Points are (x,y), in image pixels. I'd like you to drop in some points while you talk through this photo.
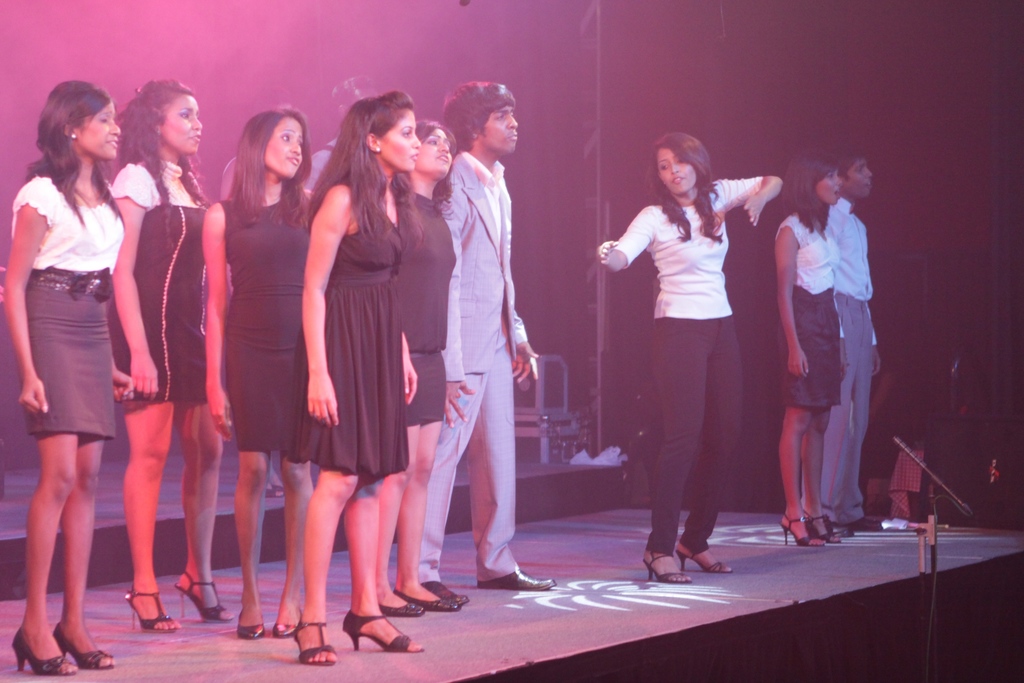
In this image few persons (303,634) are standing on the stage (608,622). Left side (318,307) few women (261,326) are standing on the stage (207,626). Beside them a person (480,298) wearing a suit (508,279). A woman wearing a white top (678,275) and black trousers (725,320) is standing on the stage (777,599). Right side (839,267) there is a person (857,265) wearing a white shirt (857,269) is standing beside to a woman (802,281) wearing white top (800,271). Before the stage (940,564) there is a mike stand (936,533). Behind the women (290,161) there are few persons (347,124) standing.
